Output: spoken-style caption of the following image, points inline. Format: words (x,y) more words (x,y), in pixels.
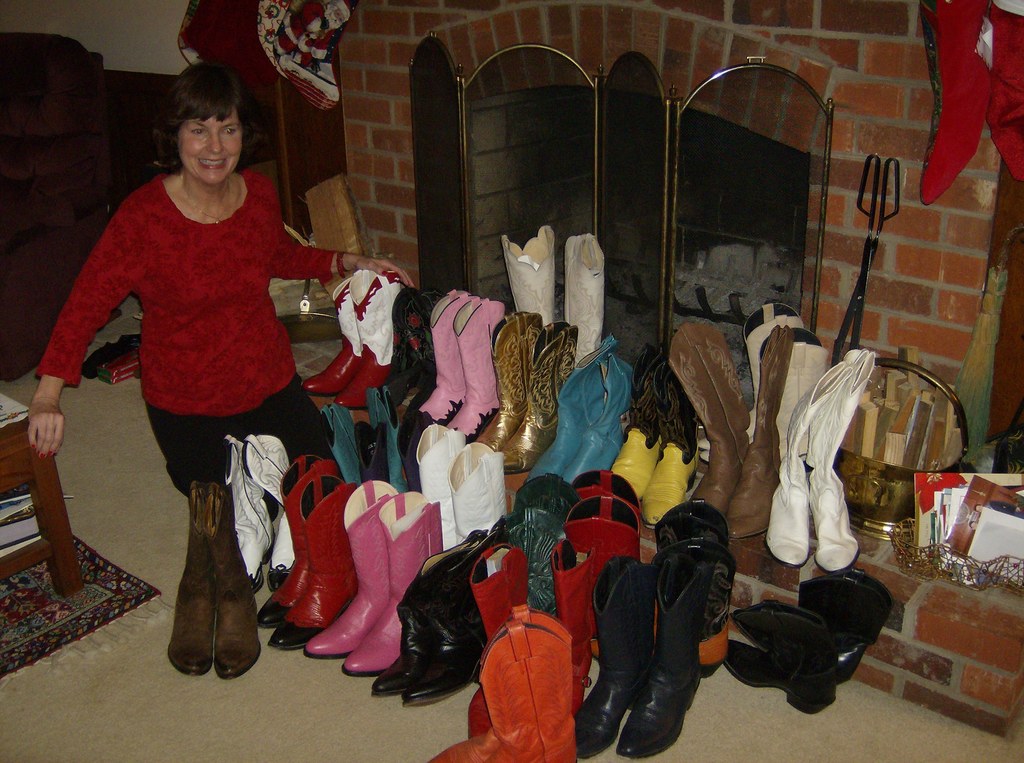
In this image there are some pairs of boots (638,445) arranged by a woman (157,339). There are some objects (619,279) around them. There is a fireplace (560,298) in the background (486,287).
